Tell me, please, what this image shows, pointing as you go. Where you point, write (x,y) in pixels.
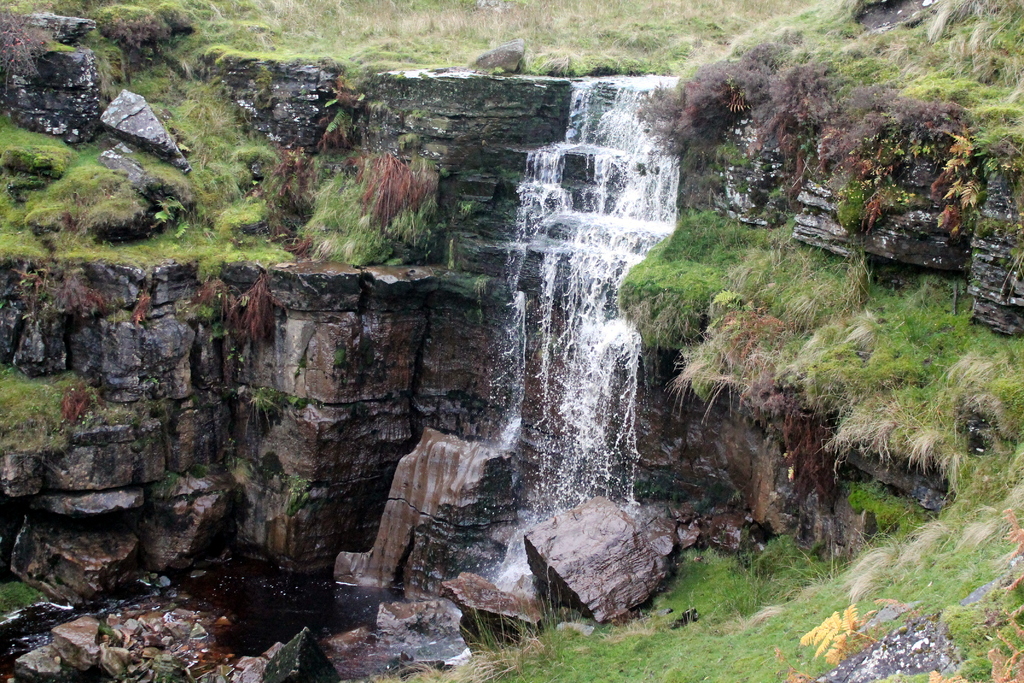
In this image, we can see a waterfall (638,172) and there are rocks (476,234) and there is grass (883,422).
